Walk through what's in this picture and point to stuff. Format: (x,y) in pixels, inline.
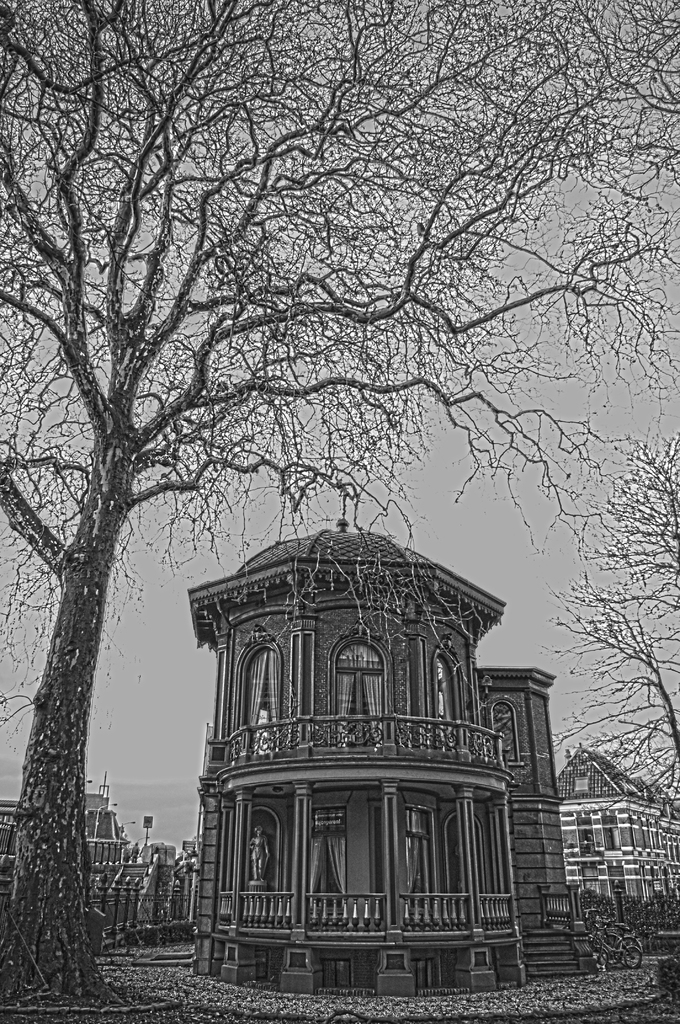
This image seems to be an edited image. In the middle (292,454) there are buildings (386,792), trees (78,211), bicycle (620,952), railing (174,906), land (163,990). In the background (458,527) there is sky (443,530).
